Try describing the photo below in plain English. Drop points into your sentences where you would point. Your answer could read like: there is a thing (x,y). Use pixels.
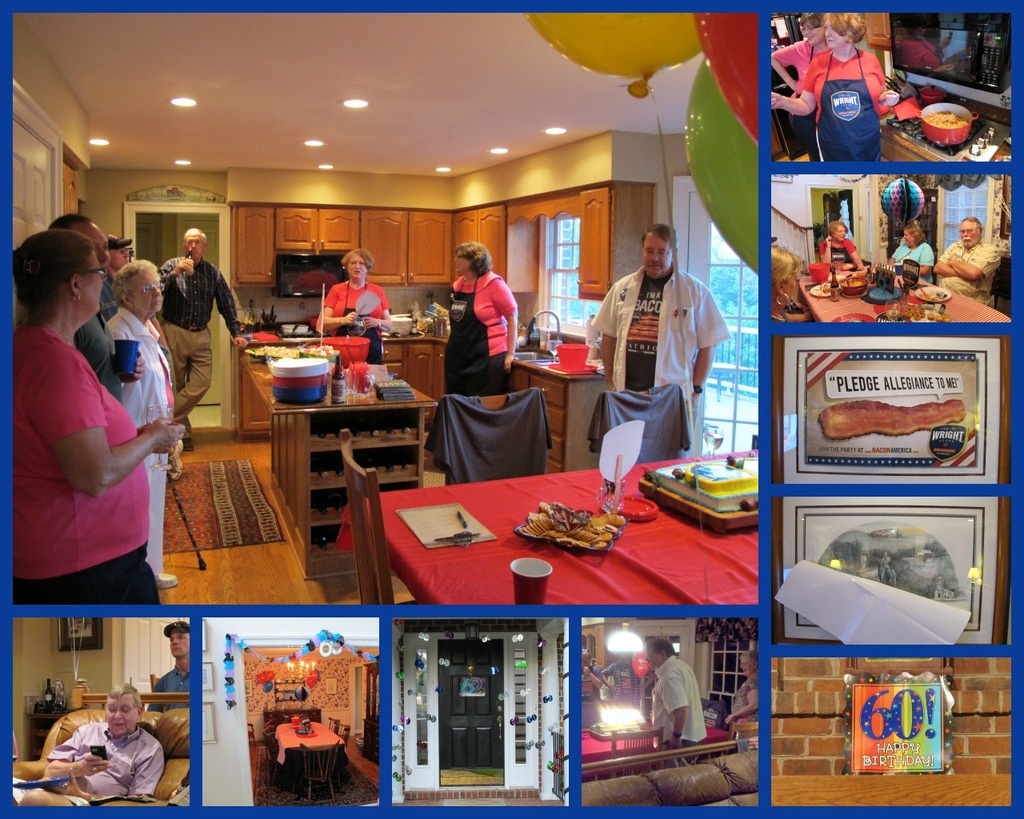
On the top left (218,264), there is an image. In this image, there are persons (132,275) in different color dresses (41,417), standing, there is a glass (537,576) and other objects (462,523) arranged on a table (646,514), there are chairs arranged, there are food items (272,350) and other objects (283,375) arranged on the table (484,565), which is in the kitchen (300,380), there are cupboards (325,249) and there are lights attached to the roof (645,103). Around this image, there are nine images (843,87), which are having persons (676,665), posters (889,397) and furniture (701,772).
